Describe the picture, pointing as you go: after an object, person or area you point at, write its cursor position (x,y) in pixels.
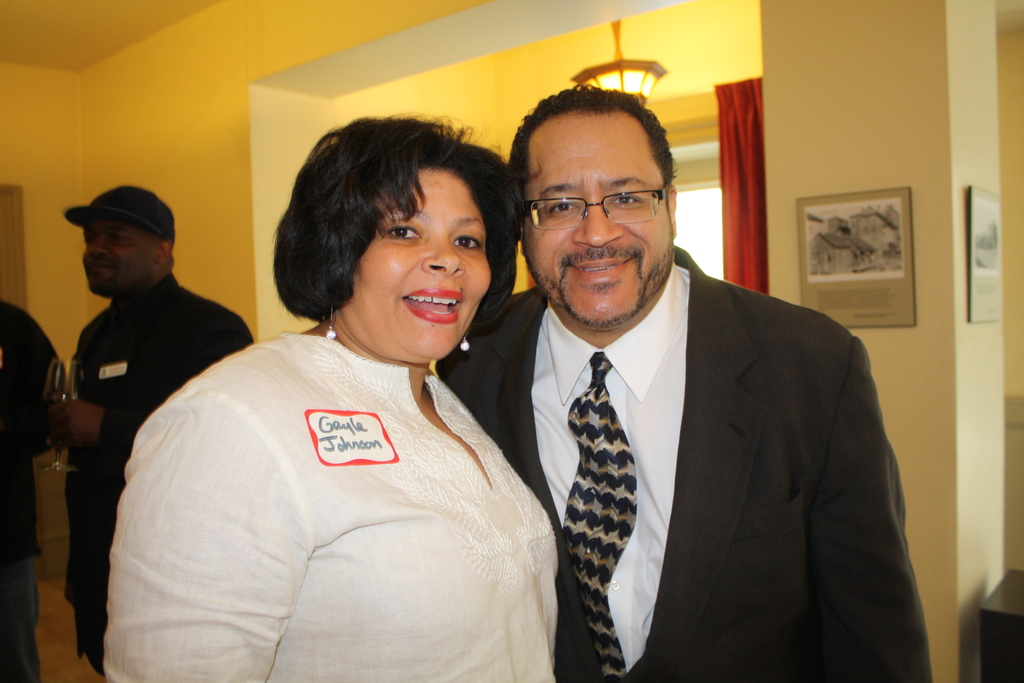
In this image I can see a woman (397,510) and a man (624,430) are standing and smiling. I can see few persons (118,334) in the background (99,382) holding a glass (60,370), the wall (160,119), the curtains (745,212), a light (624,83) and few boards (885,285) attached to the pillar (962,188).
